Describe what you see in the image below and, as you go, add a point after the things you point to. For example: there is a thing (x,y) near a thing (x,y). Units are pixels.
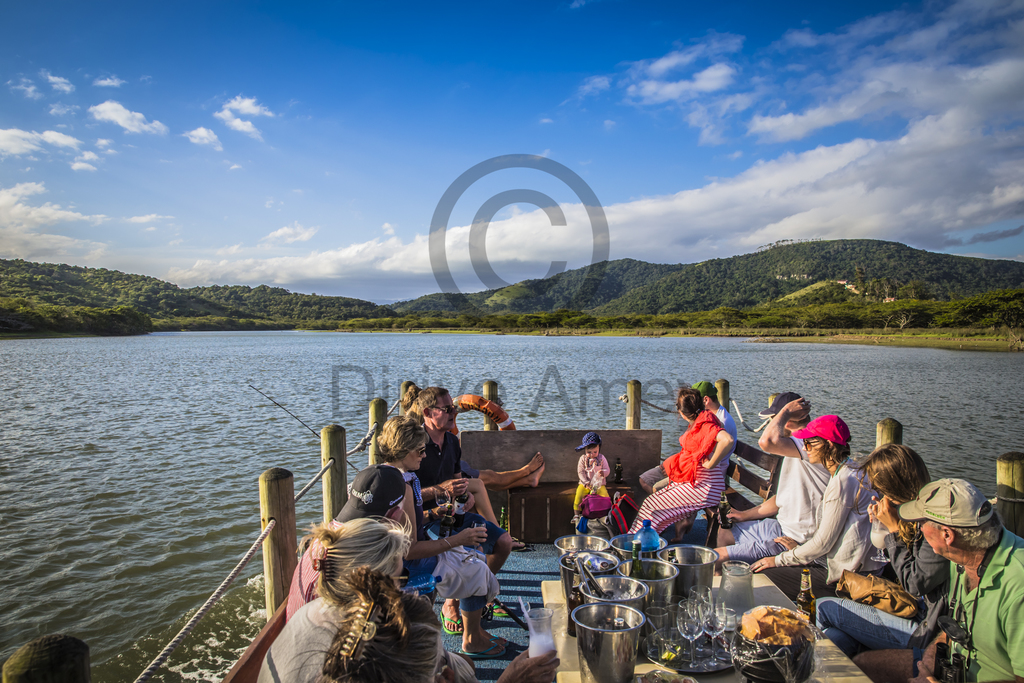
In the image in the center (492,436), we can see one boat (492,629). In the boat (510,620), we can see a few people (890,663) are sitting around the table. On the table (574,663), we can see containers (599,663), glasses (665,621), bottles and a few other objects (762,623). In the background (818,179) we can see the sky (711,258), clouds (466,287), trees (1004,304), hills (661,311), water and watermark (390,393).
